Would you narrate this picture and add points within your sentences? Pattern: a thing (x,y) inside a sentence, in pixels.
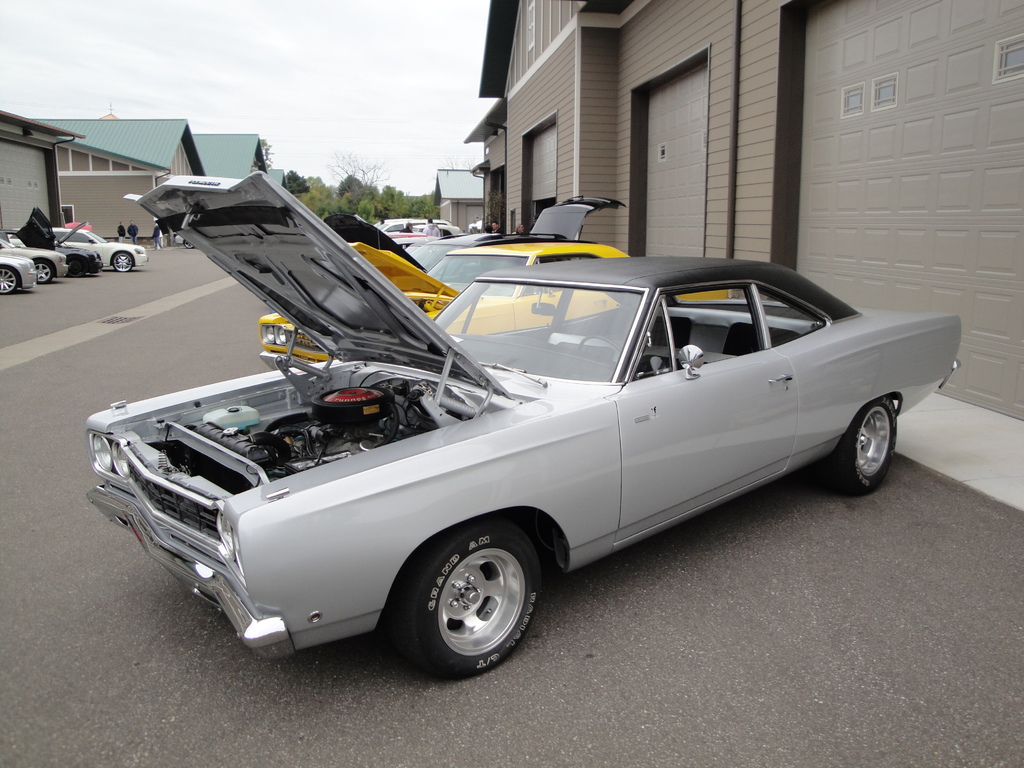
In this image I can see fleets of cars (304,322) on the road (180,374) and a crowd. In the background (578,85) I can see buildings (521,158), trees (354,185) and the sky (345,141). This image is taken during a day.
